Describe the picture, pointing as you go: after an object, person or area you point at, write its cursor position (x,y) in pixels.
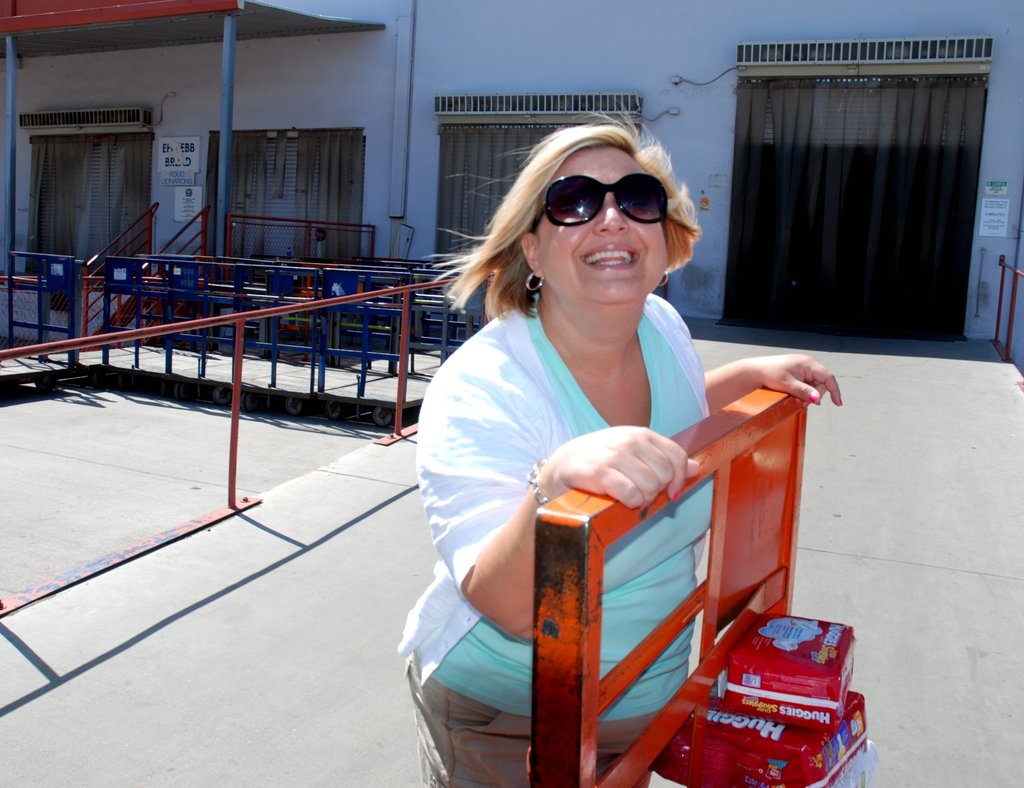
In this image in the center (607,331) there is one woman (514,546) who is standing and she is holding some pole (723,489) beside her there are some packets (723,720), and in the background (546,94) there are some buildings (705,181), windows (258,212) and a fence (133,330). At the bottom (147,642) there is a walkway (256,657).
